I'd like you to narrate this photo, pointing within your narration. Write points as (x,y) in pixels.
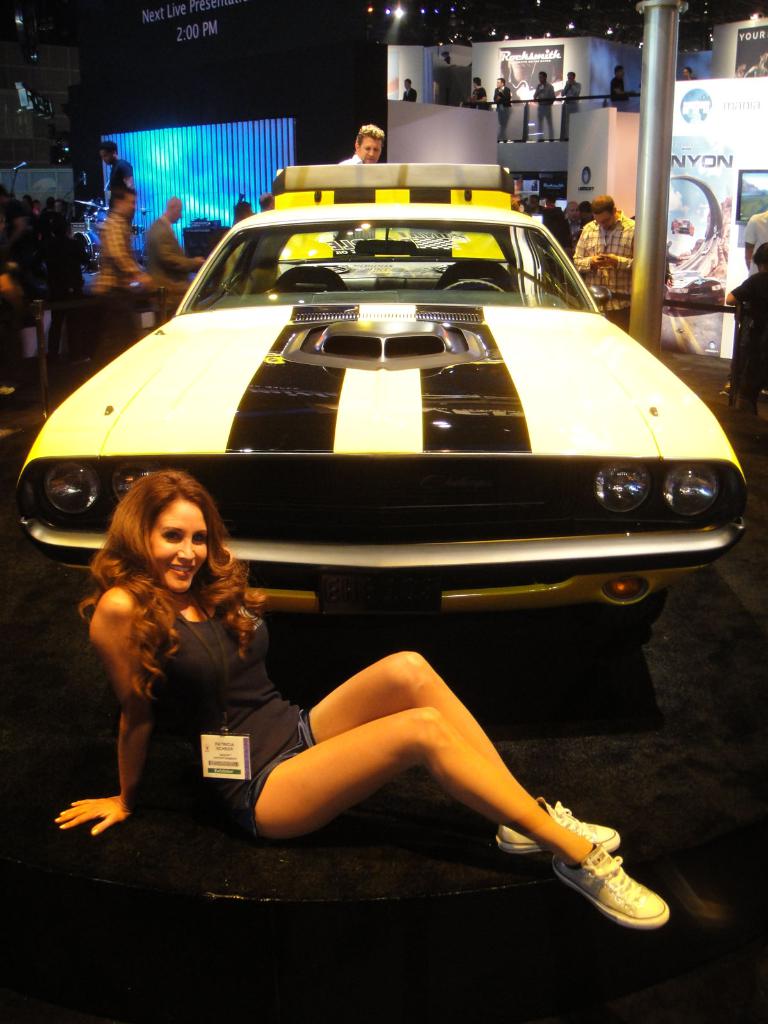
In the center of the image (400,401) a car (456,328) is there. At the bottom of the image (219,683) a lady (385,708) is sitting on the floor (399,804). In the background of the image (588,259) we can see some people (350,159) there. At the top of the image (532,38) lights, board (675,91), pole (656,72), wall (422,91) are present.
